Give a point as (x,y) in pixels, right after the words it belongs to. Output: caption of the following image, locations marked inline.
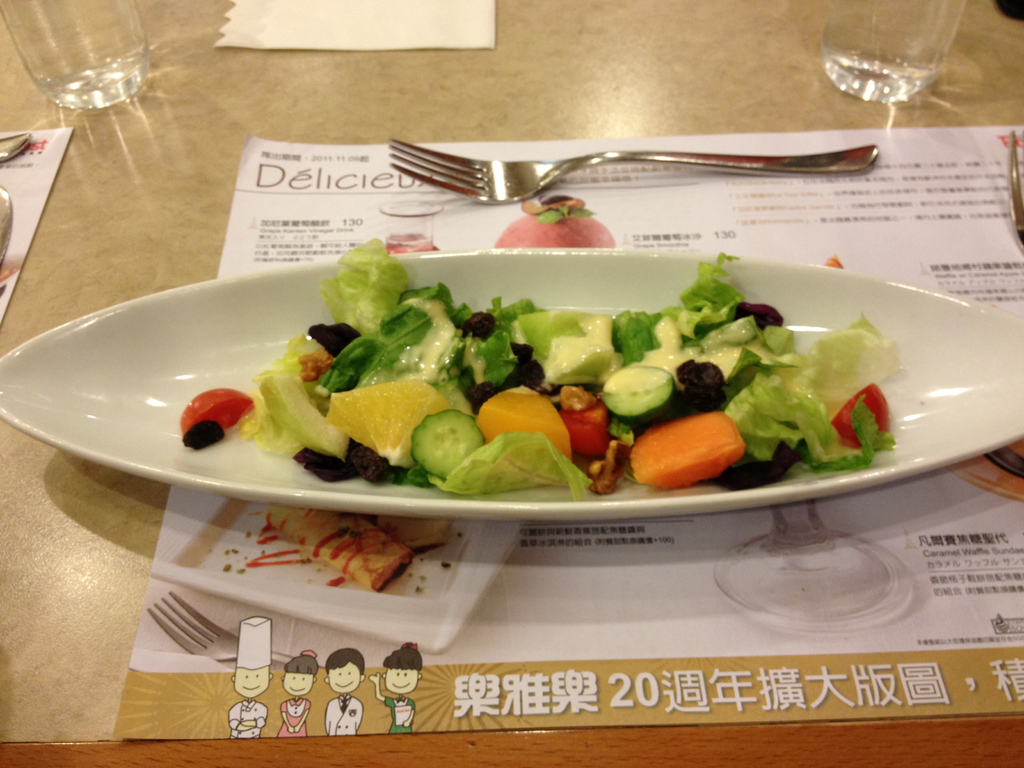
In the image we can see there is a salad dish (614,348) kept in the plate (906,348) and the plate (613,410) is kept on the menu card (196,688) on the table (689,132). There is fork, glasses (921,22) and tissue paper (421,15) kept on the table (188,167).
